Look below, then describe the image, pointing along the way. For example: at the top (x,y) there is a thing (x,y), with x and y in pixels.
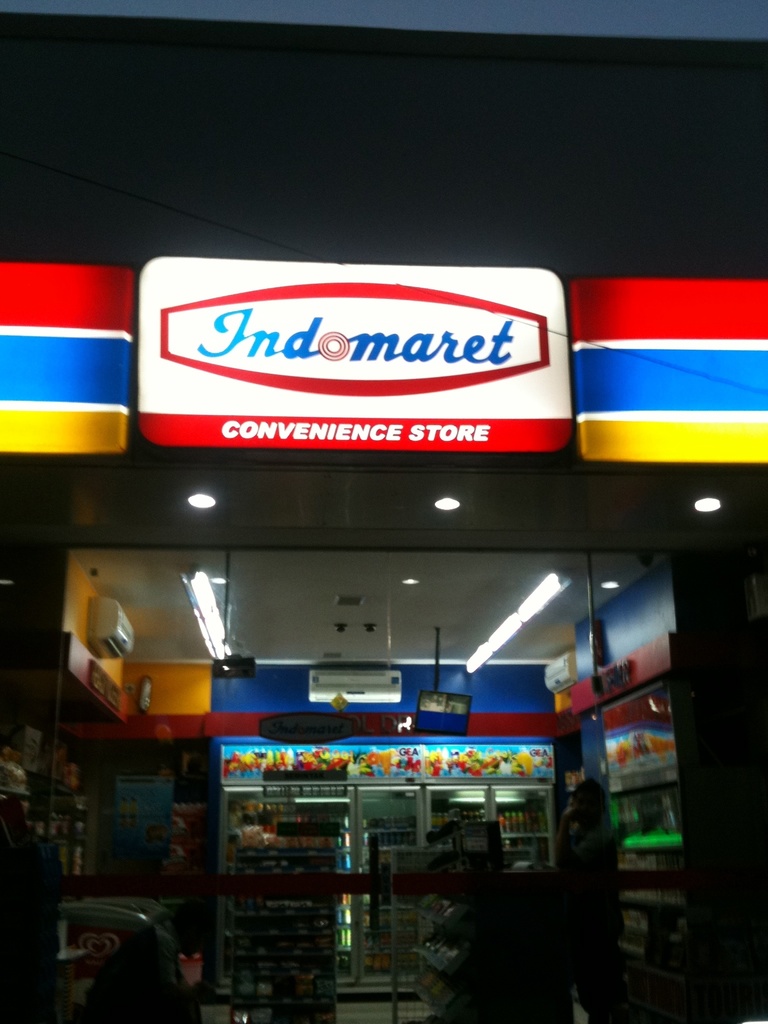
In this image there is a store (490,627), on the top (478,339) there is some text (496,356).
